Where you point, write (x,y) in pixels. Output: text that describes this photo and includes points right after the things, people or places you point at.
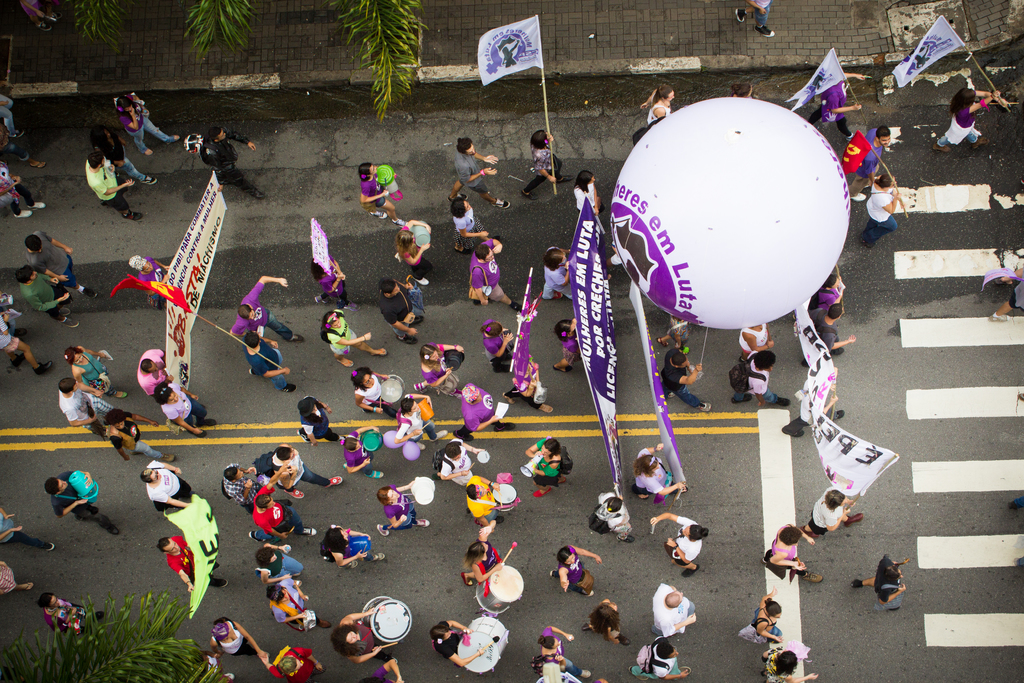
In this image I can see group of people (493,353) walking holding drums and sticks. I can also see few persons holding banners (580,307) which are in purple color, a balloon (692,222) in white and purple color, in front I can see a plant (411,54) in green color.
